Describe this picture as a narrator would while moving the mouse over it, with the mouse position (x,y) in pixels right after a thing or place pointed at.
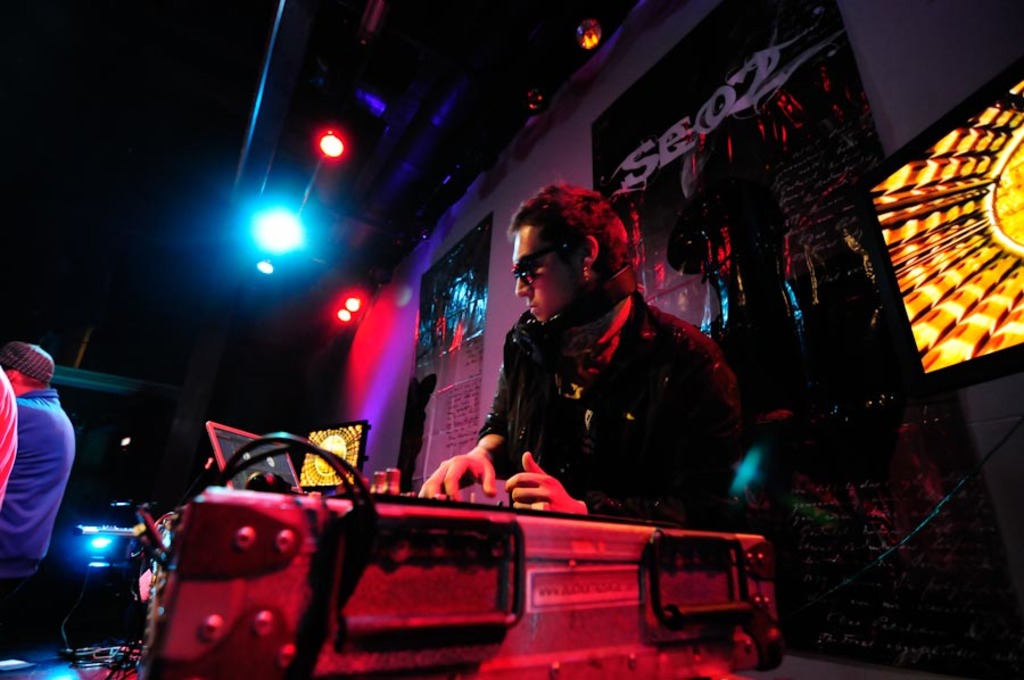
People (571,425) are present. There are lights (261,234) on the top (346,130) and there are posters (729,315) on the wall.
